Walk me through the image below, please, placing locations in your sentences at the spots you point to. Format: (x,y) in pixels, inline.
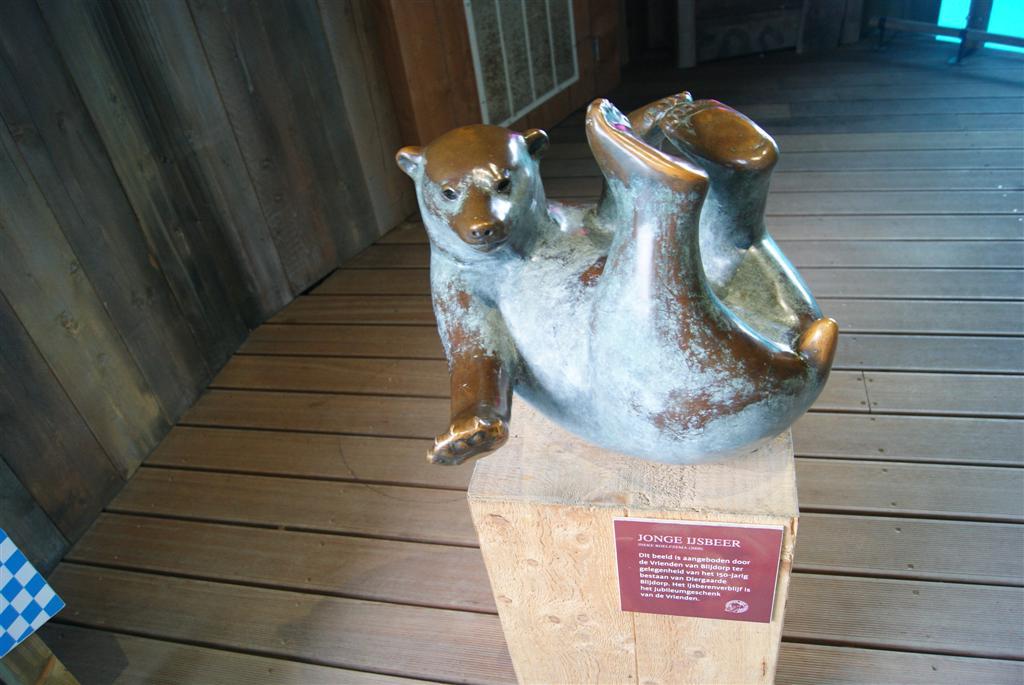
In this image, we can see a sculpture (526,364) in front of the wooden wall (195,163).
